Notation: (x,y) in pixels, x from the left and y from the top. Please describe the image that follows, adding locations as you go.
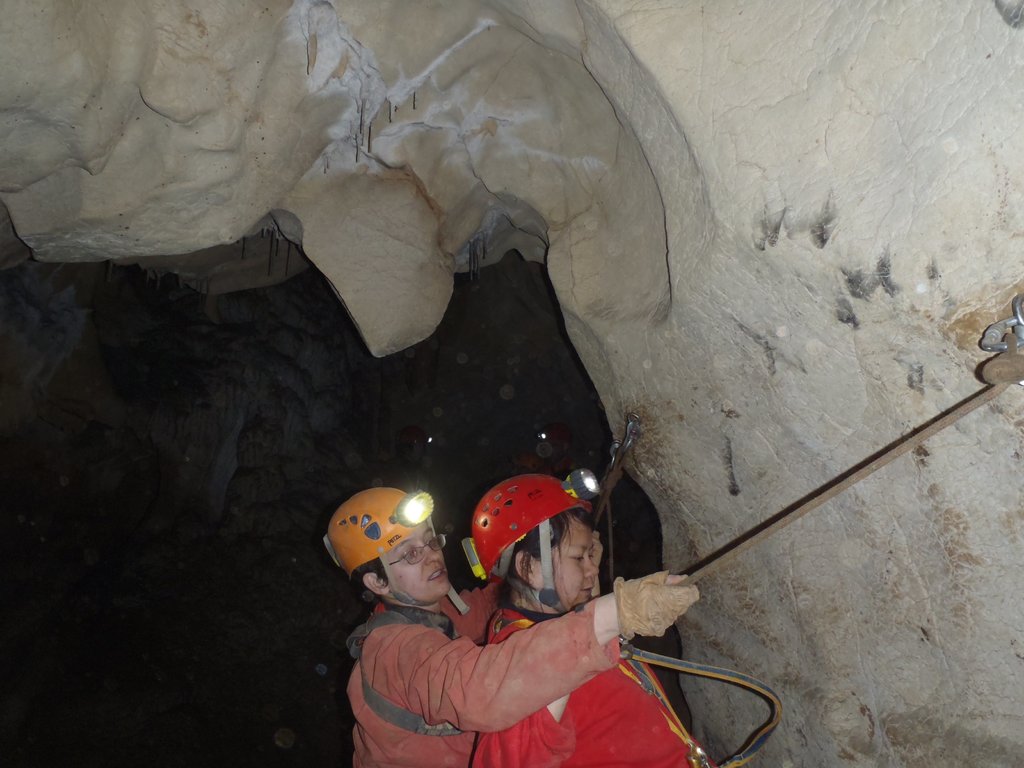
In the picture we can see a rock cave (446,184) with two persons (515,514) near it holds a rope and they are with jackets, helmets (350,509) and lights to it and behind them we can see dark.
